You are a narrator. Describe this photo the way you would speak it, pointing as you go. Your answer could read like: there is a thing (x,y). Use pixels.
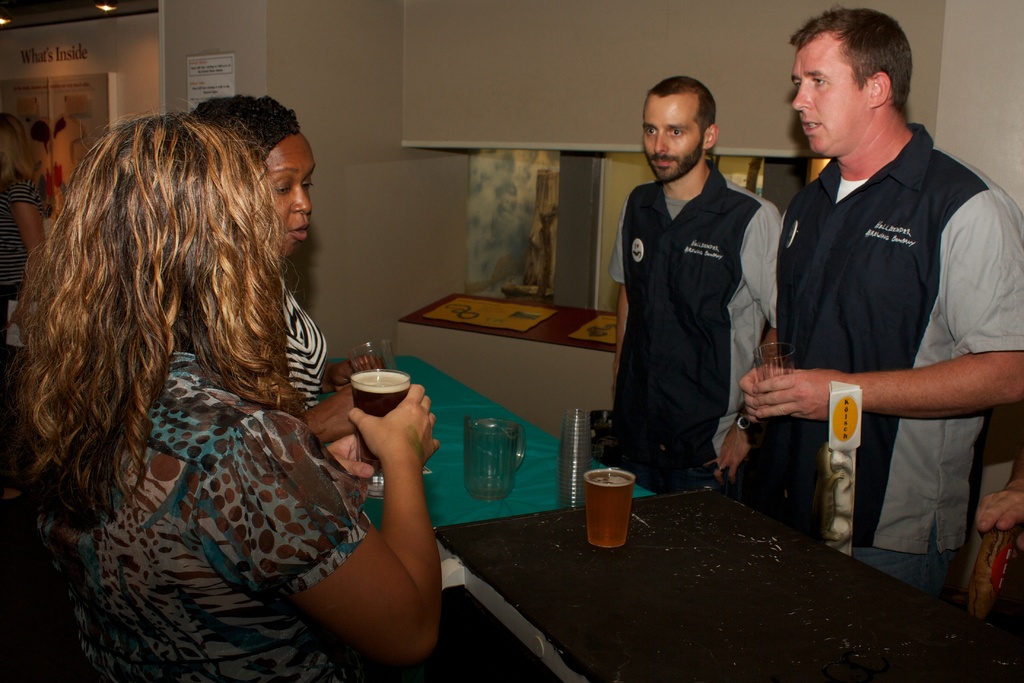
4 people (291,330) are standing and talking to each other. they are holding glass (375,406) in their hands (395,436). on the table (528,493) there are jug (507,457) and glasses (590,490).
